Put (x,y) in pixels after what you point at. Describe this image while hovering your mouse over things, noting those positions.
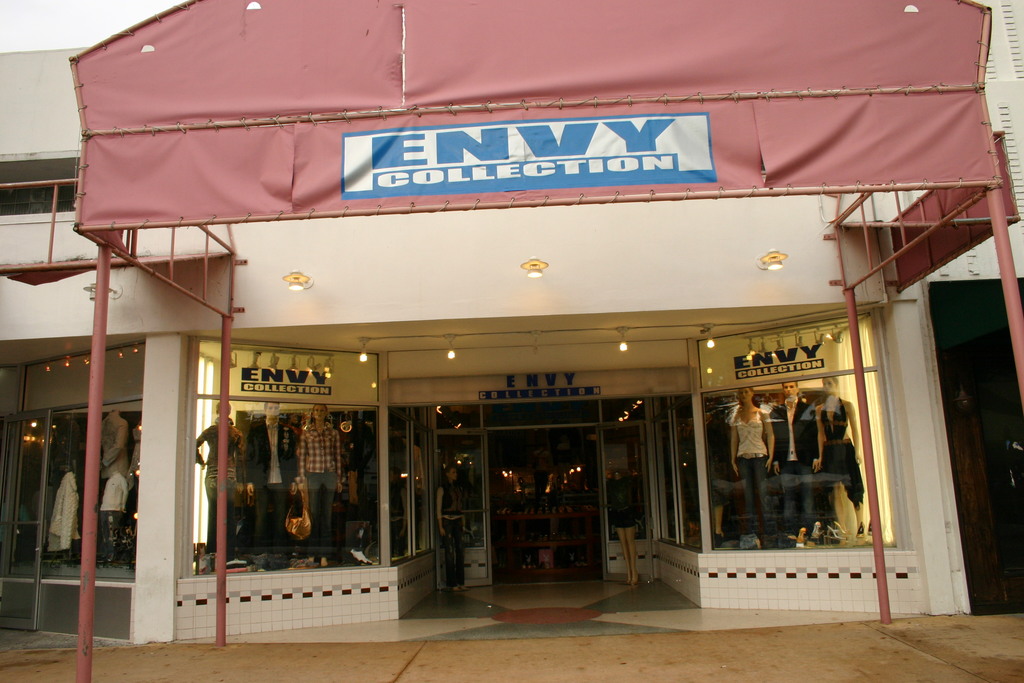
In this image there is a building (440,453) as we can see at middle of this image (529,231) and there is a board (455,180) with text (645,134) at top of this image (496,126) which is in blue and white color, and there are some dress materials (785,463) as we can see at left side of this image (120,486) and right side of this image (809,430) and there is a entry door (507,483) at bottom middle of this image (517,485). and there are some poles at left side of this image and right side of this image (905,224).
